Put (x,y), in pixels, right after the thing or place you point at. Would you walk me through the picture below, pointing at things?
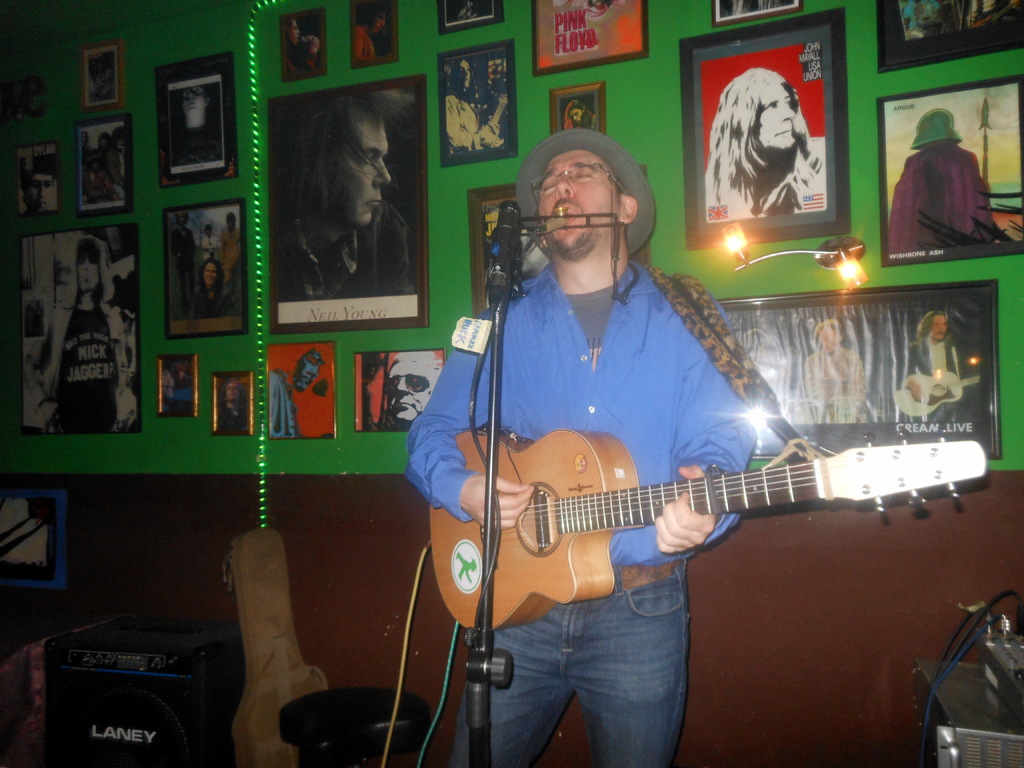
This person (483,377) standing playing guitar (588,493) and singing. There is a microphone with stand (487,702). On the background (314,431) we can see wall (211,35), frames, posters (79,297). We can see chairs (337,708), speakers (147,712) on the floor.
